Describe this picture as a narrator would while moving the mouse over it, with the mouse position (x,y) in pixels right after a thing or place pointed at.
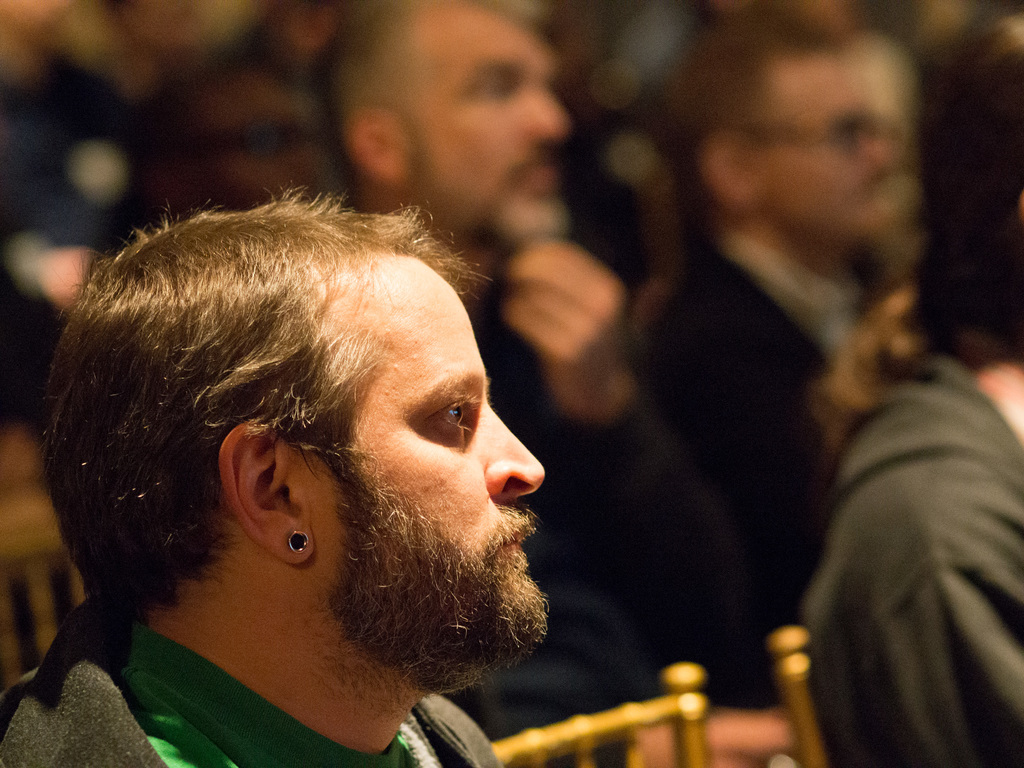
In this image there are a group of people (749,319) who are sitting on chairs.
